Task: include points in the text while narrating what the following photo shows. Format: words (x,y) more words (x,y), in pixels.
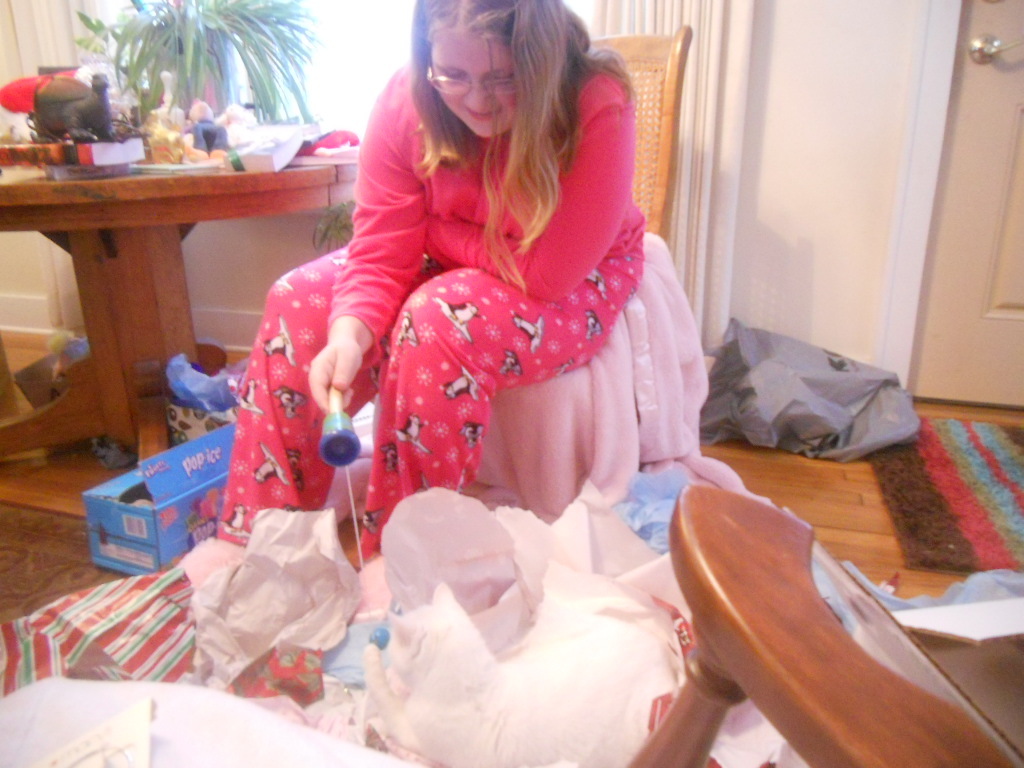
In the picture I can see a woman (549,316) is sitting on a chair (536,409) and holding an object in the hand (328,378). I can also see a white cat (473,662) and some papers (491,631) on the floor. On the left side (176,348) I can see a table (169,210) which has some objects (166,128) on it and some other objects (154,526) on the floor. On the right side (928,124) I can see curtains (707,209) and a door (1010,24).
